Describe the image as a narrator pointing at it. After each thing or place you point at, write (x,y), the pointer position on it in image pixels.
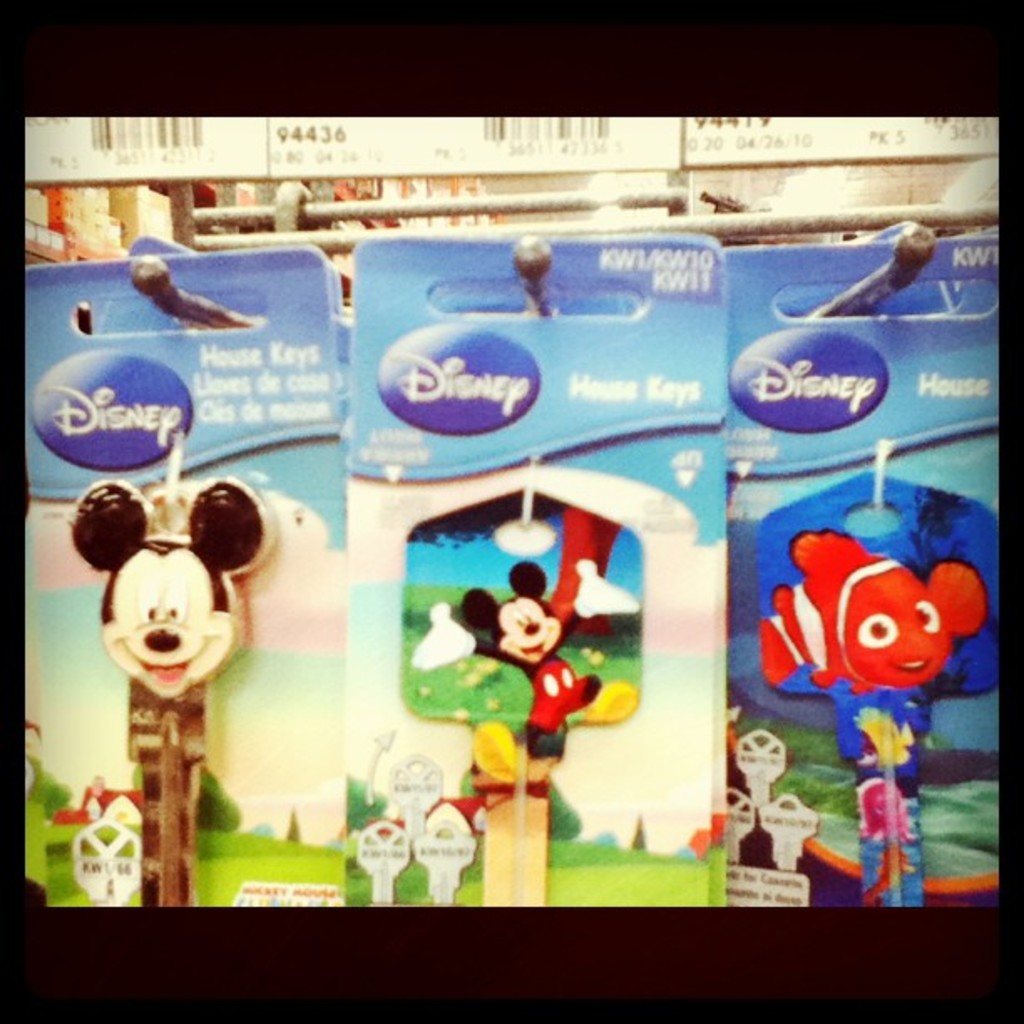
In the image there are disney cards (436,339) with mickey mouse keys (537,721) hanging to a hanger (334,240) with barcode boards (272,153) above it.
